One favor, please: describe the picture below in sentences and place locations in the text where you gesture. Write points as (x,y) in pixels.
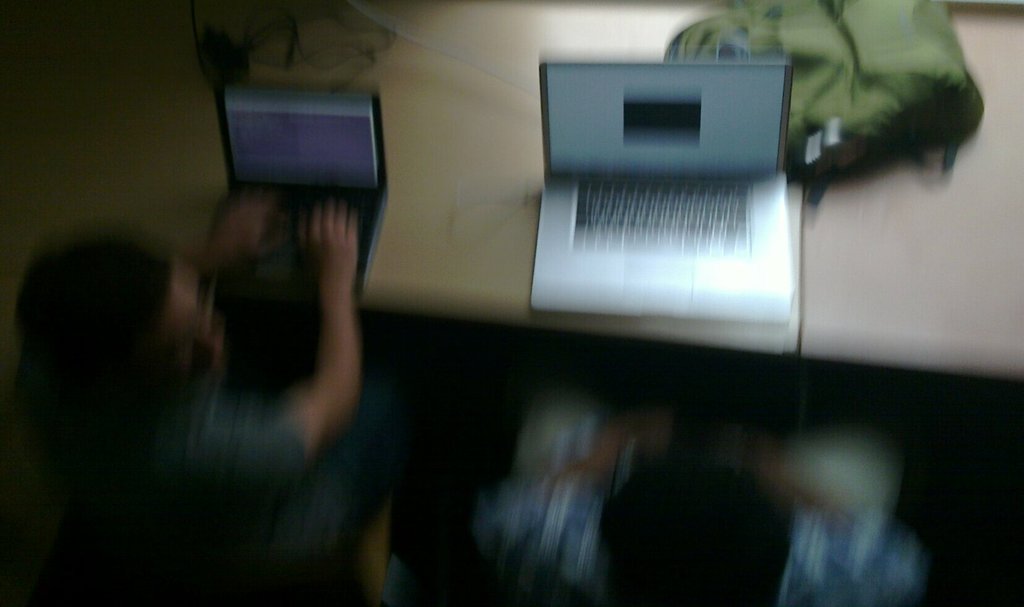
In this image at the top (405,198) there is one table (491,124), on the table (464,247) there are two laptops (309,211) and one person (288,404) is sitting on a chair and he is typing something. And on the table (529,38) there is one bag (846,79) and some wires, at the bottom (563,532) there are some objects (550,534).
